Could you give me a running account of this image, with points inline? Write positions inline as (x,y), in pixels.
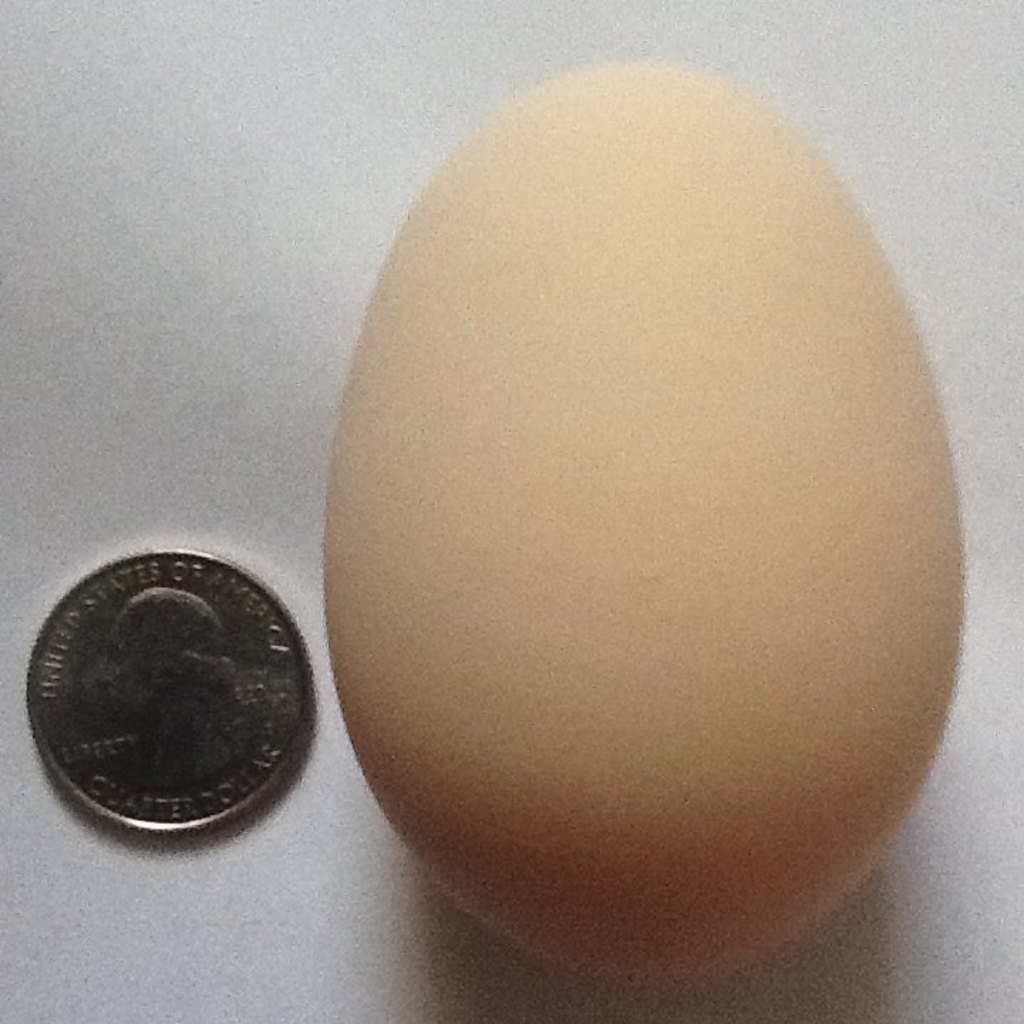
In this picture we can see an egg (461,700) and a coin (140,684) on an object (173,446).
